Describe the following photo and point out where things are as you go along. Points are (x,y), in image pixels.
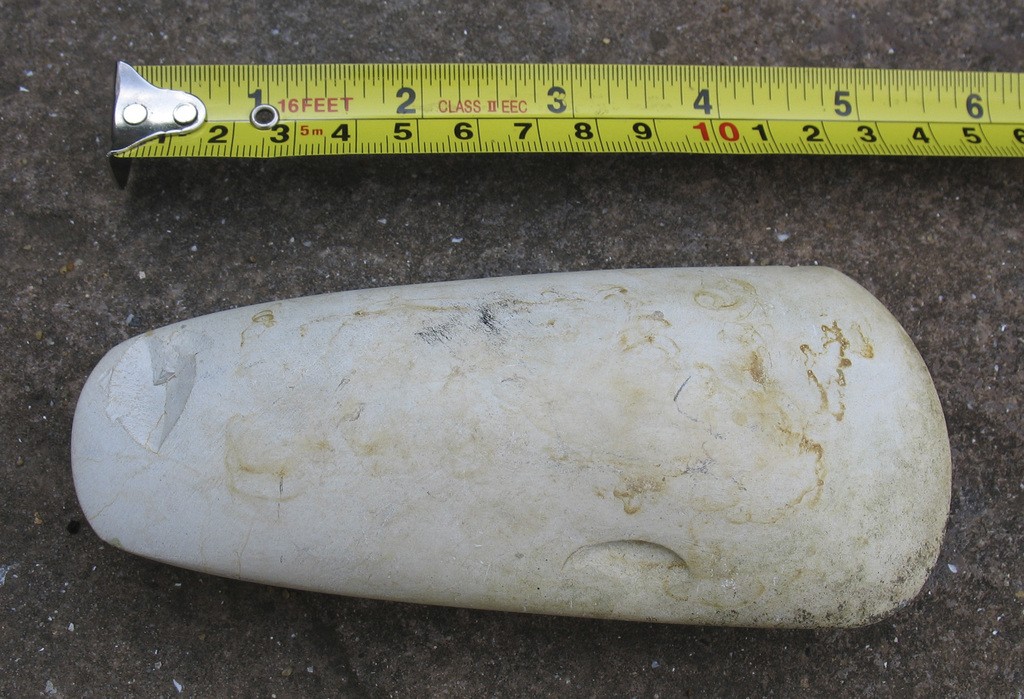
Beside this rock (468,354) we can see a measuring tape (686,115).
